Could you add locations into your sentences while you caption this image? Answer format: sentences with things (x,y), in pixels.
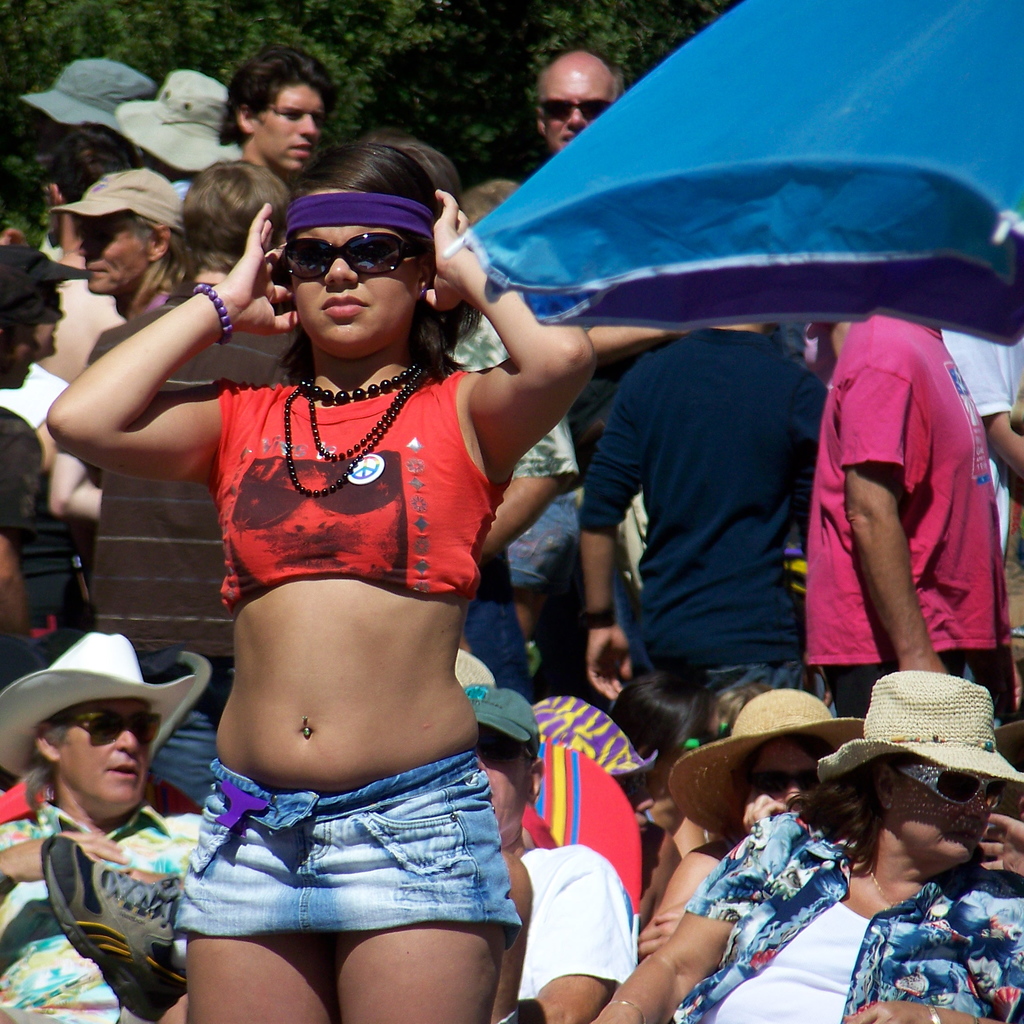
In this image I can see number of people (948,858) where few are sitting and rest all are standing. I can see most of them are wearing hats (814,717) and few of them are wearing shades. Here I can see a blue colour thing (770,106) and in the background (501,83) I can see trees (545,42).
